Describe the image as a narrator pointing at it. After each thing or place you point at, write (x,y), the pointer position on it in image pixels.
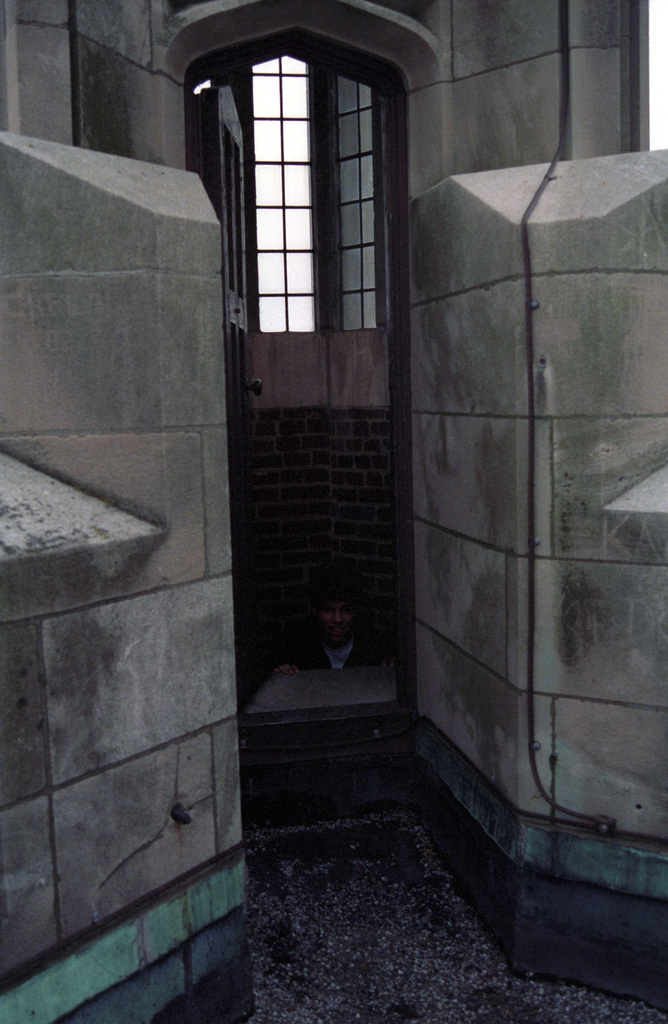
In this picture we can see a man (313,660), door (243,197) and window (282,150) made of glass (368,208) and walls (43,228) and a pipeline (552,176) along with that wall (558,649).
